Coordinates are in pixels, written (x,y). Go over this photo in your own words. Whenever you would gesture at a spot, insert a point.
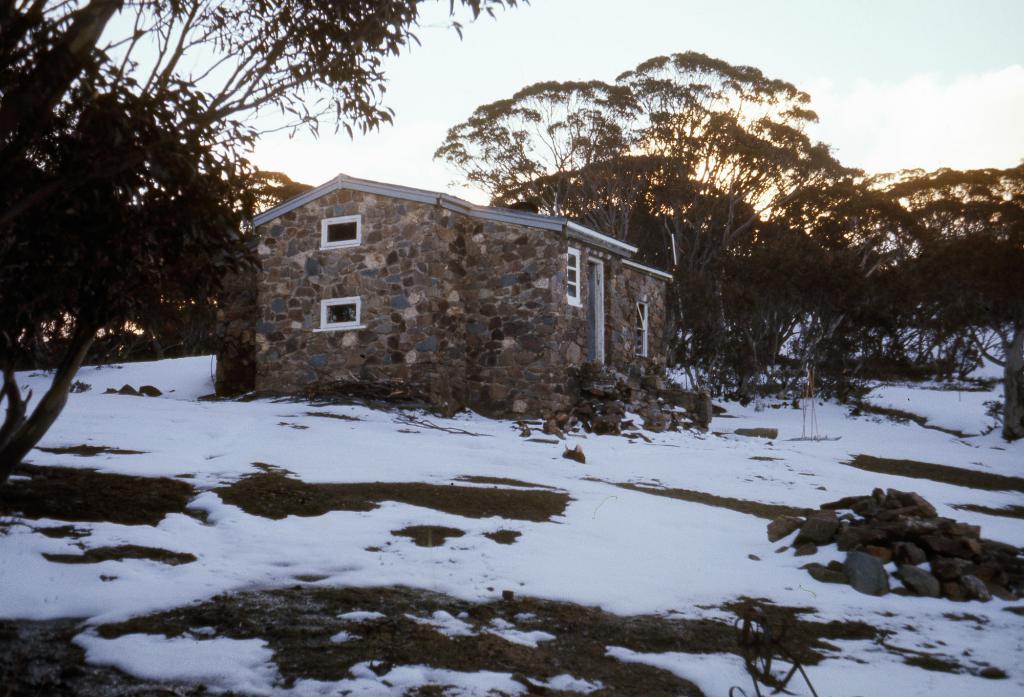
In this image we can see a building (348,338) and there are some trees (786,328) and we can see the ground (424,493) covered with the snow (786,469) and there are some rocks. We can see the sky (482,195) at the top (427,94).
